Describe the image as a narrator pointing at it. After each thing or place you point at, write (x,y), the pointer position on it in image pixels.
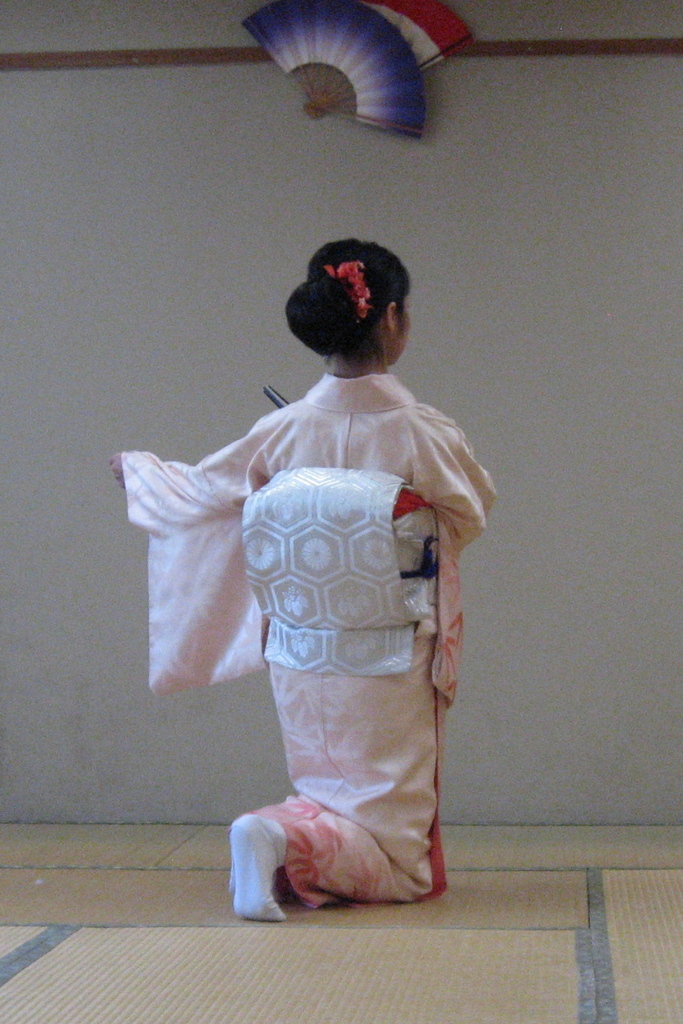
In this image I can see a girl (413,626), she is wearing a dress (397,587).
